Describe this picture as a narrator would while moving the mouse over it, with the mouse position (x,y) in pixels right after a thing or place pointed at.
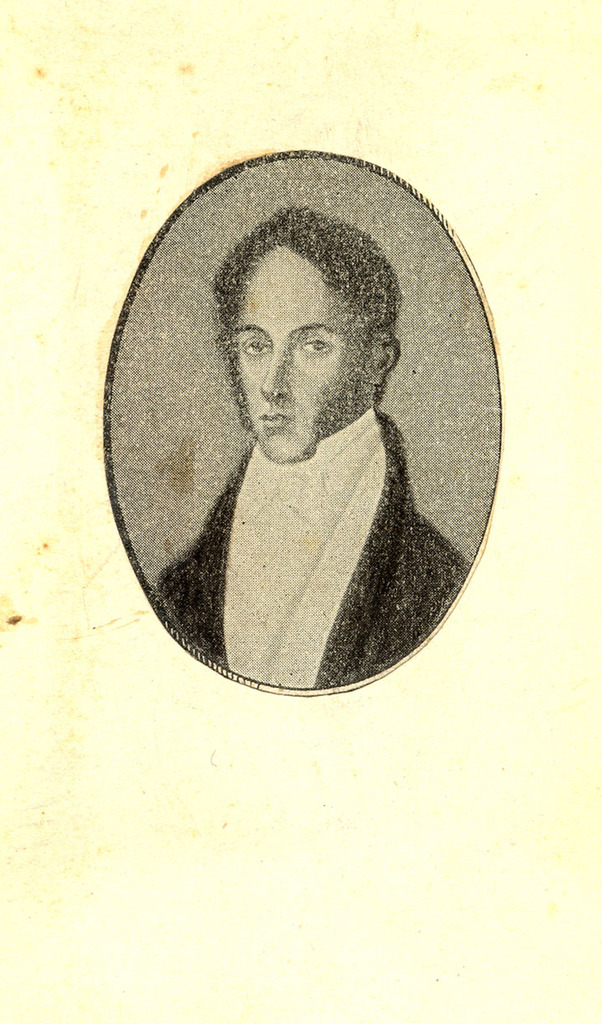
In this picture I can see there is a painting (347,246) of a man (371,335) in a book (85,814) and he is wearing a black coat (404,557) and a white shirt (292,537).
